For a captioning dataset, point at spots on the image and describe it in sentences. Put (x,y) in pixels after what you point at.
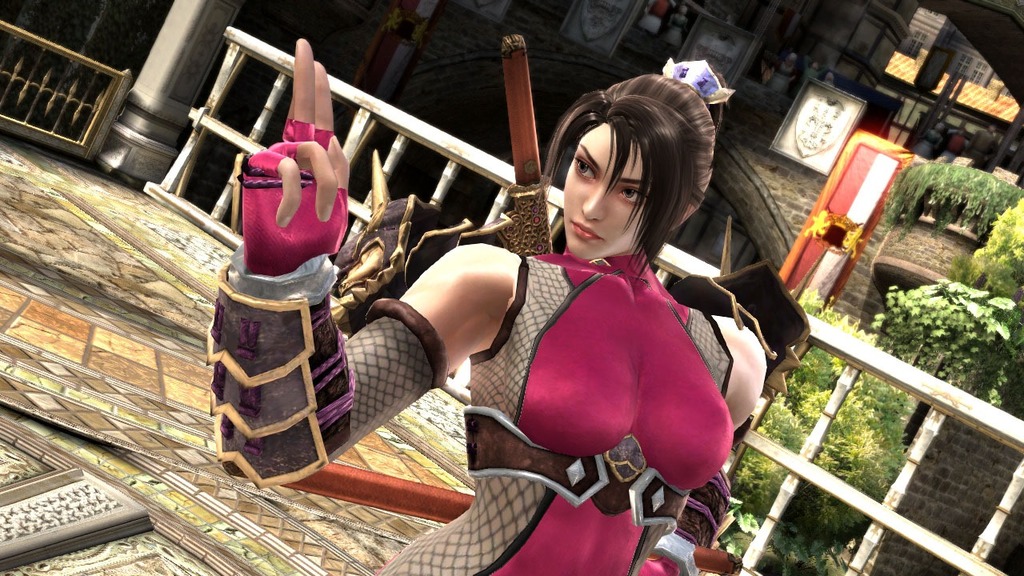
This is an animated image in which there is a woman (524,354) standing at the center (596,375). In the background (677,251) there is a white colour fence (856,338) and there are plants (897,341) and there is an arch (555,86) and on the top of the arch (647,51) there are frames (821,111). On the ground (125,358) there is mat (110,497).
